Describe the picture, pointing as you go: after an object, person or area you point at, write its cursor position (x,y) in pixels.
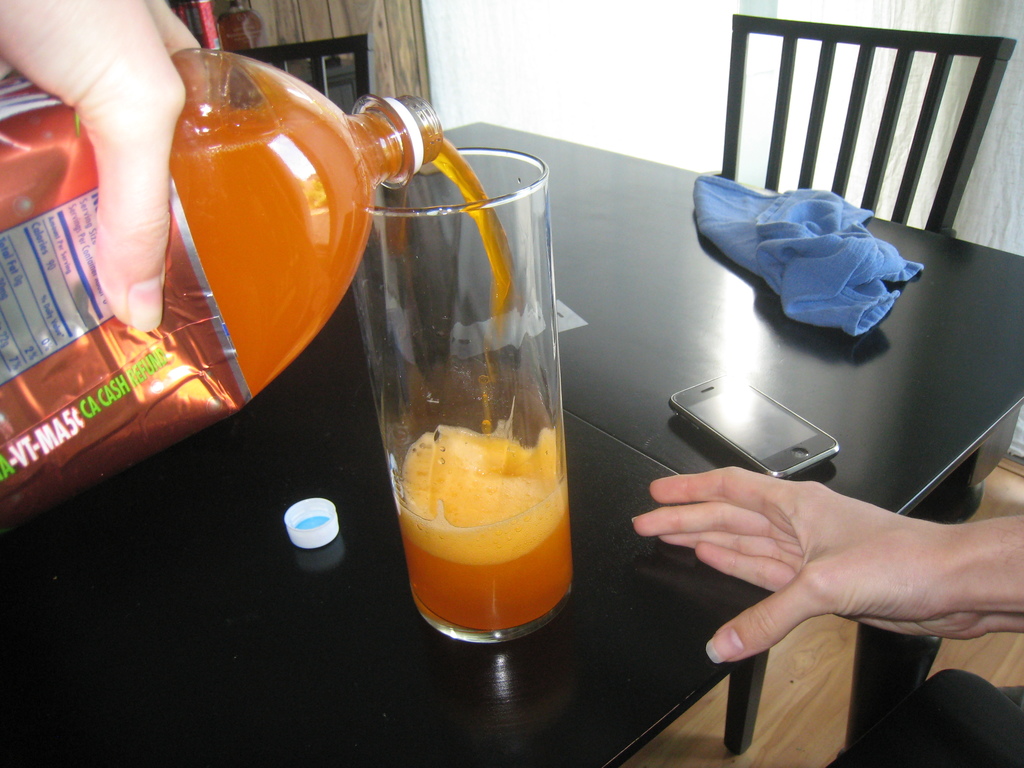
In this image we can see a black color table (680,320) on which there is a phone (789,424). There is a cloth (803,245). There is a glass (459,411) with some juice (480,471) in it. To the left side of the image (71,27) we can see a person's hand (102,101) holding a juice bottle (62,134). There are chairs (734,746). At the bottom of the image (788,729) there is wooden flooring (738,759). To the right side of the image (737,643) we can see a person's hand (773,536).
